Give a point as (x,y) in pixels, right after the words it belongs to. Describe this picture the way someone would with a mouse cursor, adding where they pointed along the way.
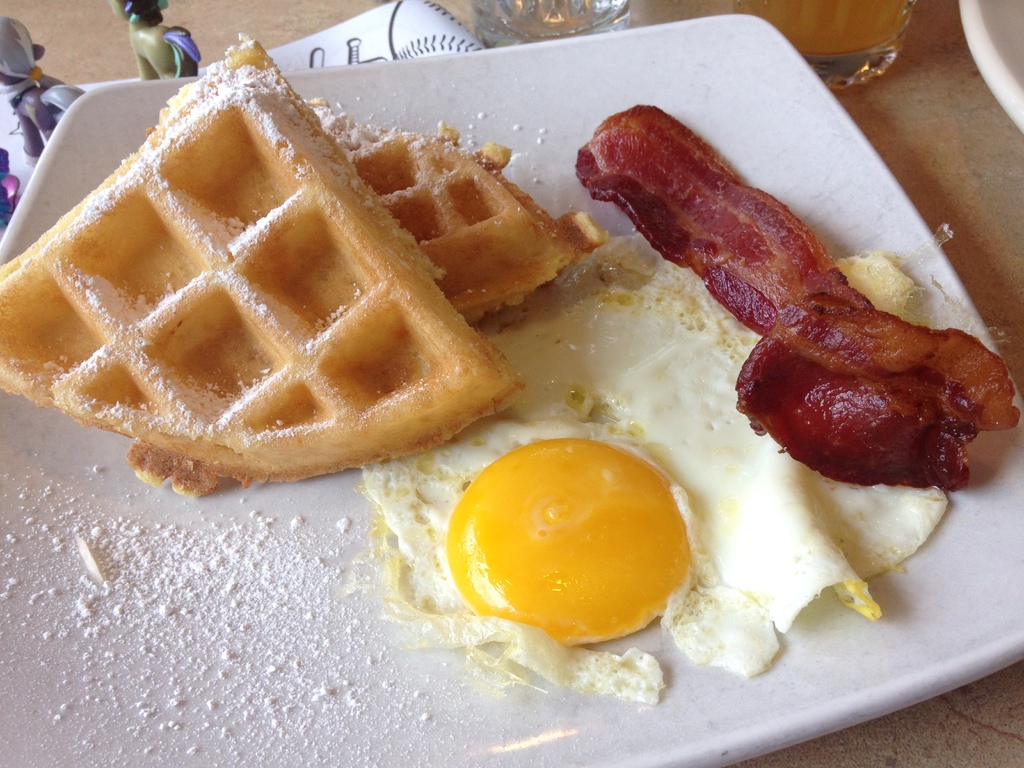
In this picture I can see a white plate (1001,514) in front (206,208), on which there are waffles (250,204), yolk (556,445) and a red and brown color food (695,233) and I see the white color powder (188,579). On the left corner of this image (10,41) I see toys (136,42). On the top of this image (613,9) I see the glasses (590,1).
